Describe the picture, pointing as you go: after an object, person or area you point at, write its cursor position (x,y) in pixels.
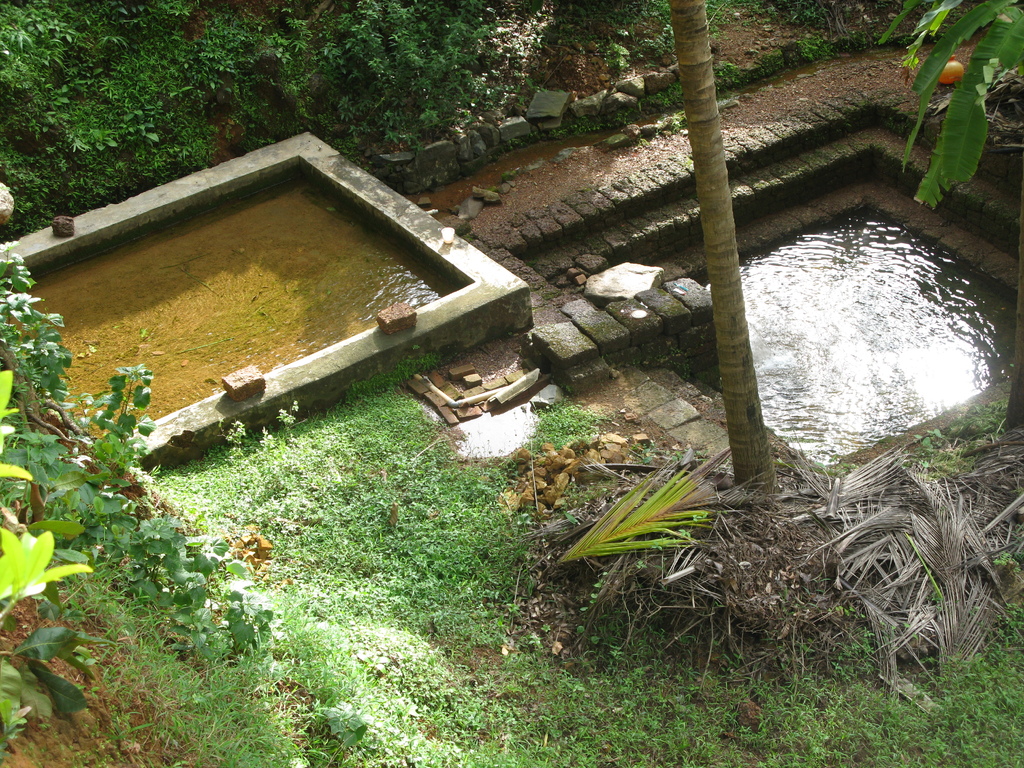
In this image there are trees (10,506) and grass (172,651). There are stones (683,363) and bricks (689,352) and sand (627,434). There is water (869,302).
